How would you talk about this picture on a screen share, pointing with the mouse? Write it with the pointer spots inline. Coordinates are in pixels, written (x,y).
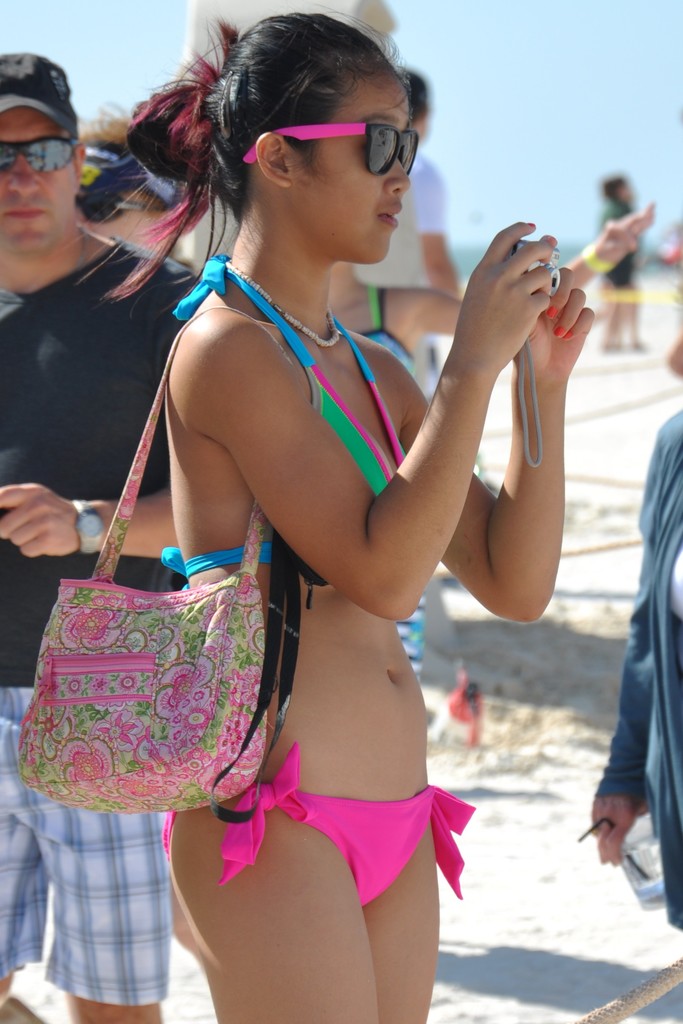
The lady (299,475) wearing bikini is carrying a pink handbag (149,694) and holding a camera (538,264) in her hand (544,278) and there is a person (100,343) wearing black shirt (74,339) behind her.
